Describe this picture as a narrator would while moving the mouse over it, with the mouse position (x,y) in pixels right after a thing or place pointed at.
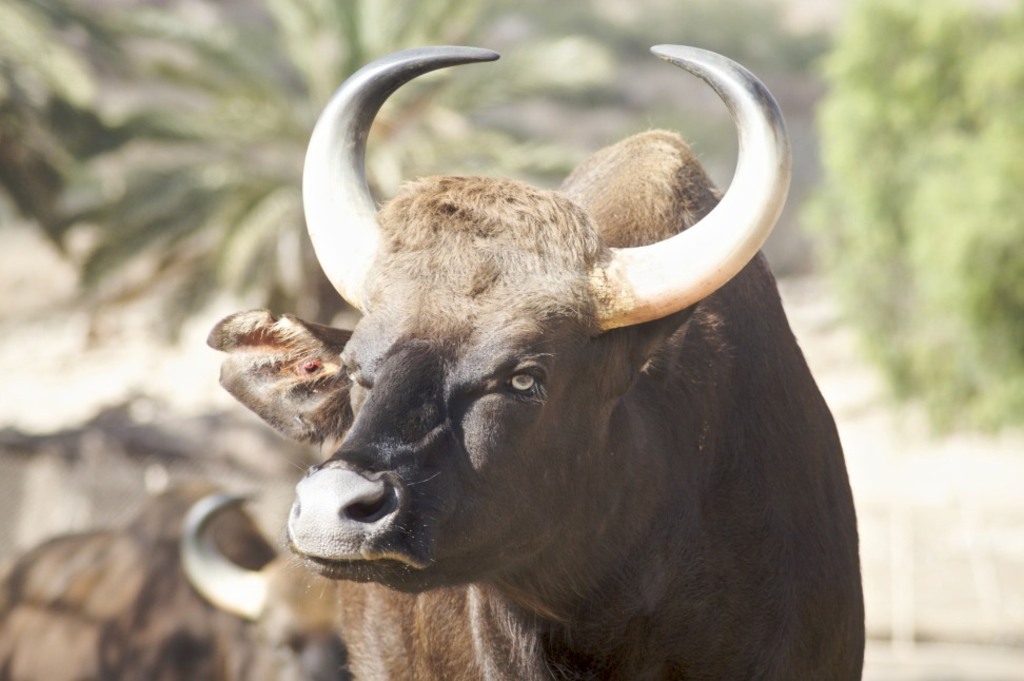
This picture shows couple of wild Bulls (78,576) and we see trees (473,91). Bulls (459,375) are brown and black in color.
